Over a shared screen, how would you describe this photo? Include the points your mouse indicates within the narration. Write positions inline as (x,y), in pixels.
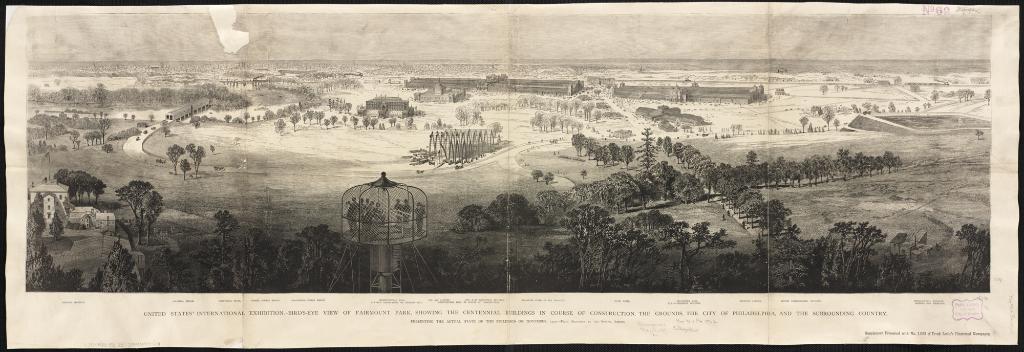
In this image we can see many trees (251,227) and buildings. There is a cage (395,216) with stand (380,257). Inside that there are few people (358,211). In the bottom of the image (423,322) something is written. And this is a black and white image.
